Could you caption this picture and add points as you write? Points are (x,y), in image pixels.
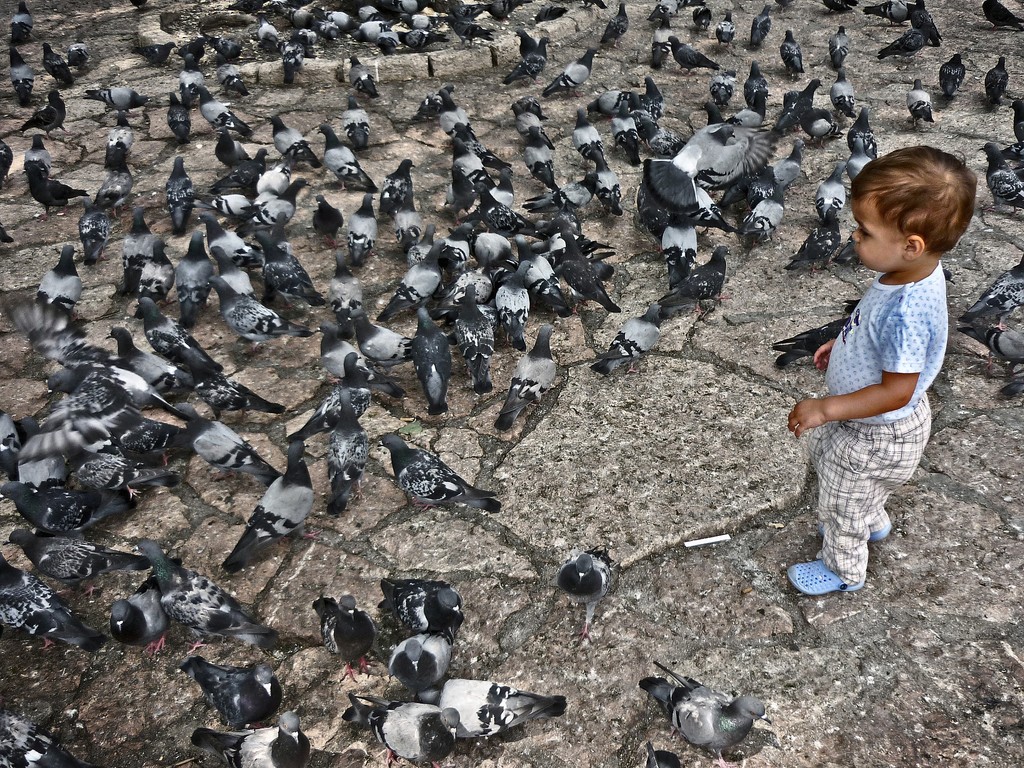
In this image I can see number of pigeons (419,450) are standing on the ground (377,416). I can also see a boy (913,447) is standing on the right side (849,379) and I can see he is wearing blue colour t shirt (880,331), pant (837,442) and blue footwear (807,584).
